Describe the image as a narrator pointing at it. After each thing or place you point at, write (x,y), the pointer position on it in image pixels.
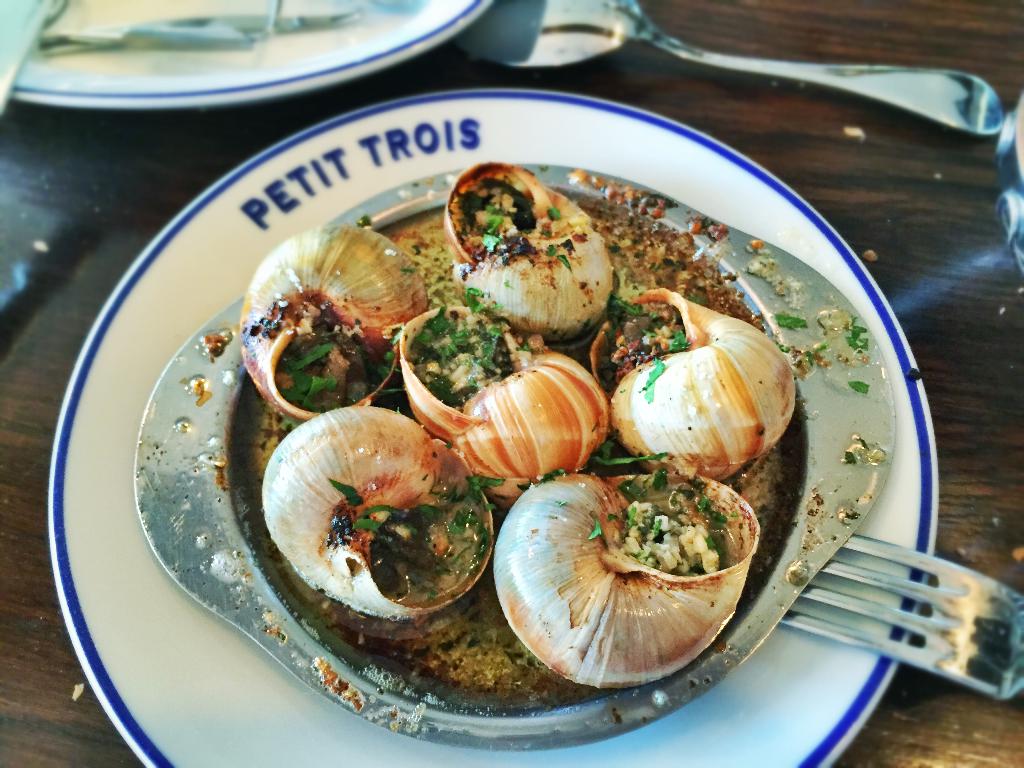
In this image I can see a brown colored surface (223,148) on which I can see few spoons (598,57), few forks (854,613) and two plates (112,76). On the plate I can see a bowl (232,450) with few shells (326,449) and few herbs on them.
